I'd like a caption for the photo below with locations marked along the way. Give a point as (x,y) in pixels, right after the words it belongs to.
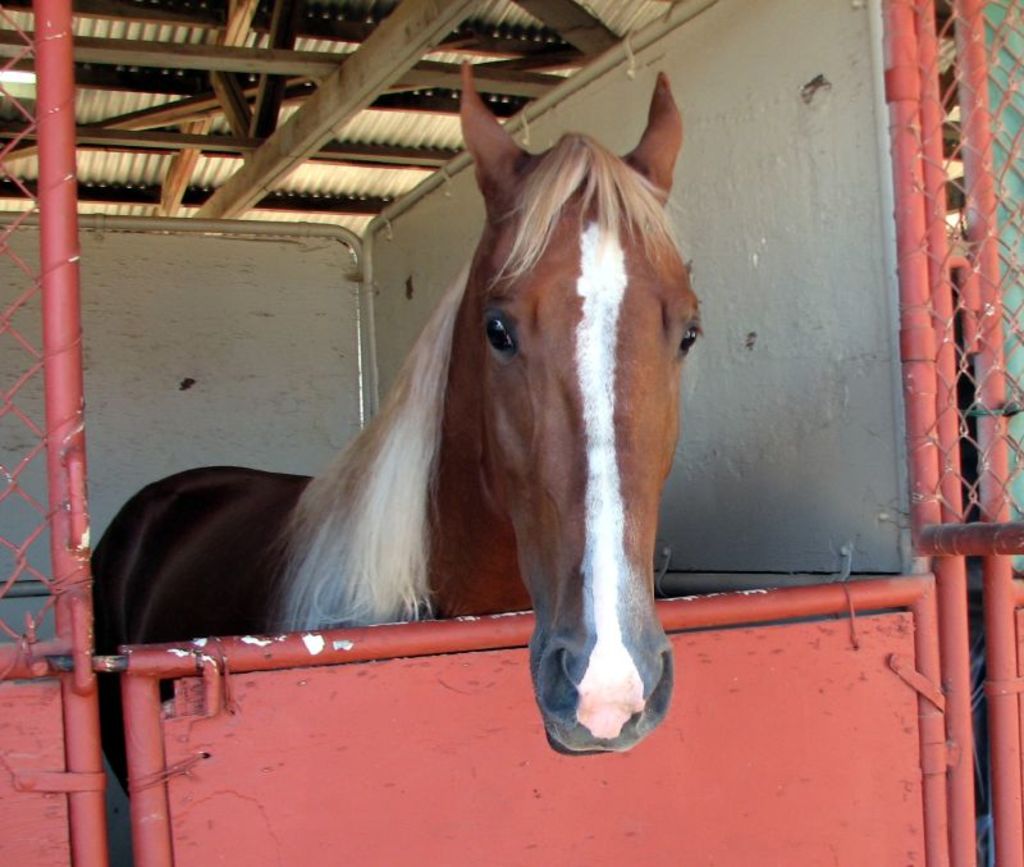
In this image there is a horse (172,492) in a cage (127,221), at the top (271,26) there is a roof (271,26).
